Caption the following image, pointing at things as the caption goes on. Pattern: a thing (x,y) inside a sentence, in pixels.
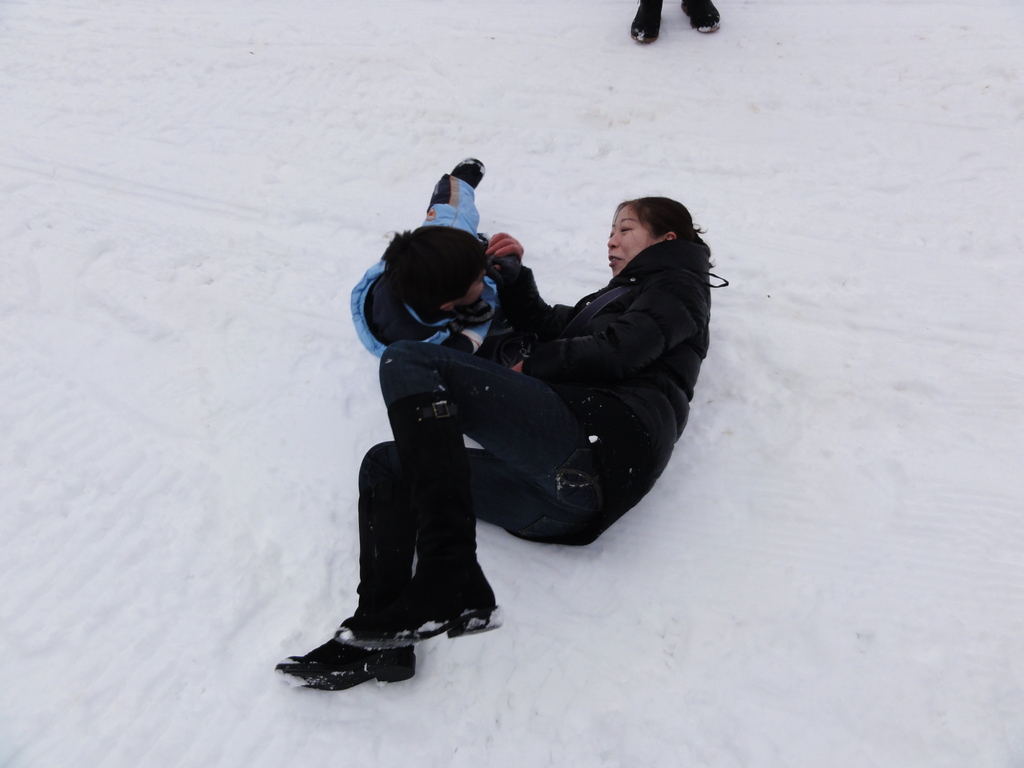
In this picture we can see woman (630,369) leaning on the ground (695,409) and playing with the boy (388,251). Women (662,293) wore black color jacket (674,303) and boy (479,259) wore blue color jacket (360,306). They both are on the snow (702,395) and here it is shoe (701,17).
